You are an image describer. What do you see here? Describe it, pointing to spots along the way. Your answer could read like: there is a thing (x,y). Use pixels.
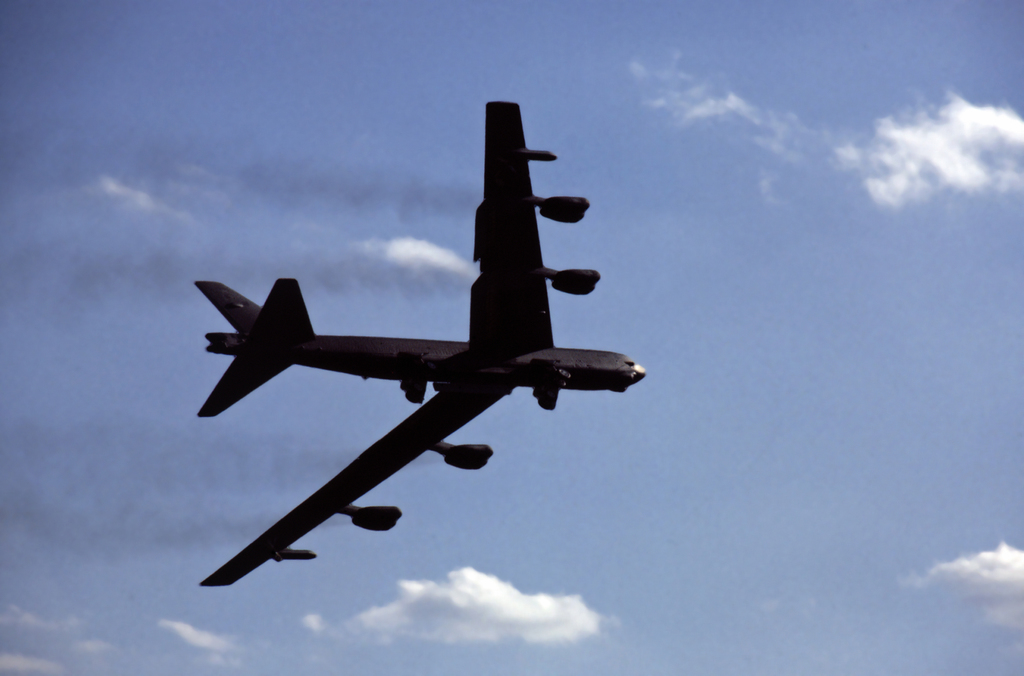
In this image in the middle (505,386) aeroplane (452,401) is flying. In the background (874,272) there is sky (834,314) and clouds (504,587).
